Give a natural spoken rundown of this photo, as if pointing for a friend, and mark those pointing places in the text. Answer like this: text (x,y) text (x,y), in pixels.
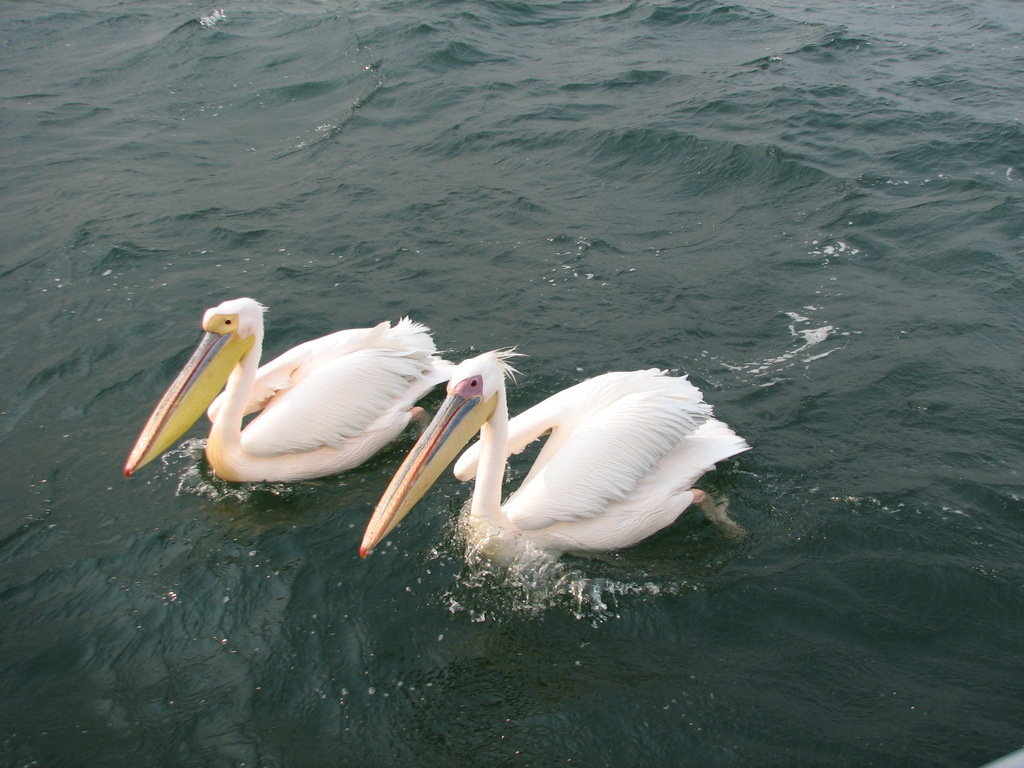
In this picture, we see the white pelicans (381,423) are swimming in the water (349,472). These pelicans (228,412) have long yellow color beaks (464,431). In the background (529,295), we see water (562,241) and this water (189,251) might be in the lake (407,645).
